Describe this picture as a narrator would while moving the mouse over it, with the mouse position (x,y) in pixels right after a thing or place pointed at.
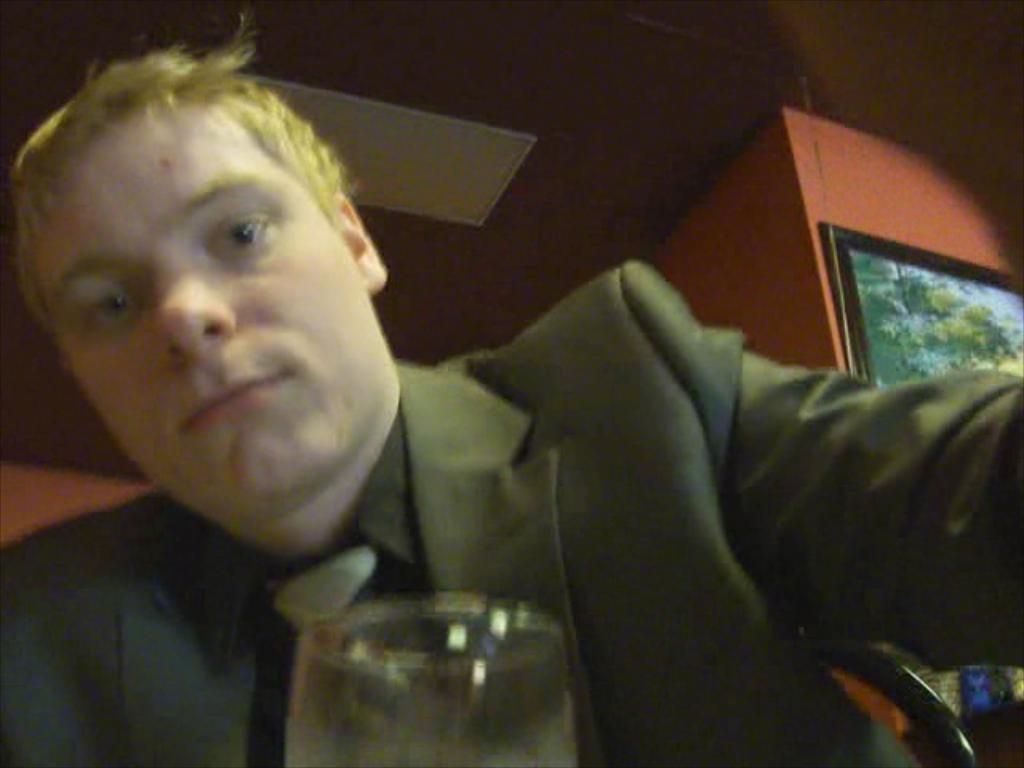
In this image we can see there is a person (414,477) and a glass (439,644). In the background (751,142) there is a wall (839,182) and on the wall (852,188) there is an picture (897,337).
